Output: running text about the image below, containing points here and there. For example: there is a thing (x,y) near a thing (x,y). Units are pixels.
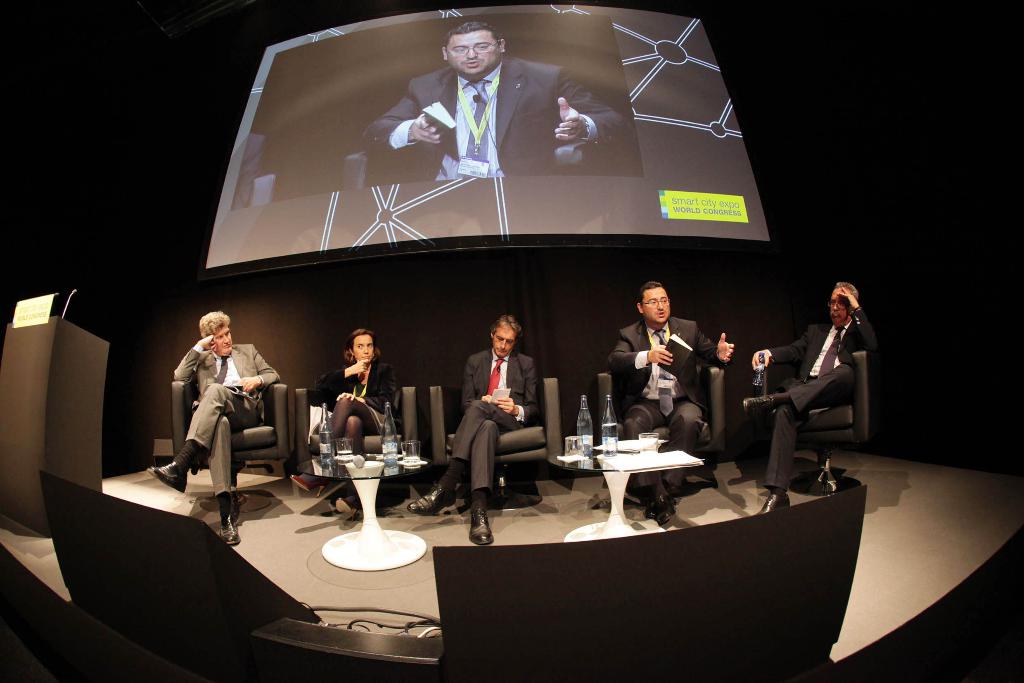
In the middle of the image (356,428) few people (787,433) are sitting on chairs (258,447). In front of them there are two tables (312,469) on the tables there are some bottles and glasses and papers (638,463). Bottom left side of the image (60,471) there is a podium (48,415). At the top of the image (569,198) there is a screen (430,203).
